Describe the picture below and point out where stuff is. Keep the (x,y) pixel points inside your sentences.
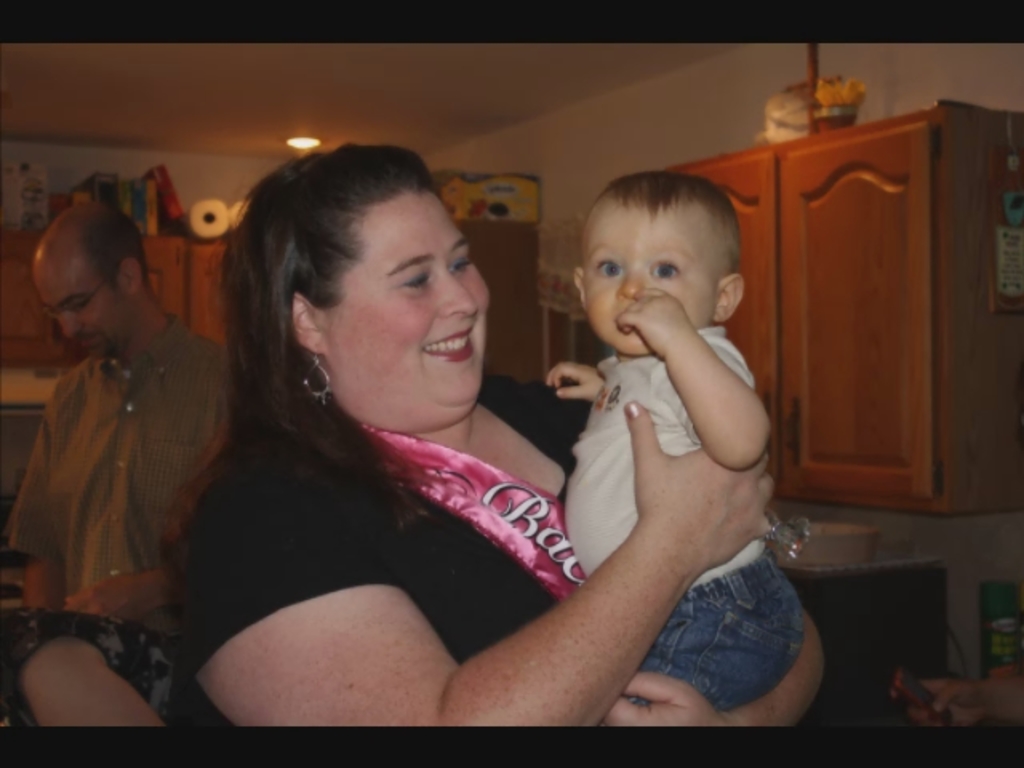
In this image there are persons (171,416) standing. In the front (442,488) there is a woman (476,499) smiling and holding a baby (678,418). In the background (908,291) there are wardrobes (878,275) on the wall (584,224) and there is a black colour object (888,621) on the right side (933,610). And there is a bottle (999,626) which is green in colour. On the wardrobe (863,232) there is an object (800,104) which is white in colour and there is light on the top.
